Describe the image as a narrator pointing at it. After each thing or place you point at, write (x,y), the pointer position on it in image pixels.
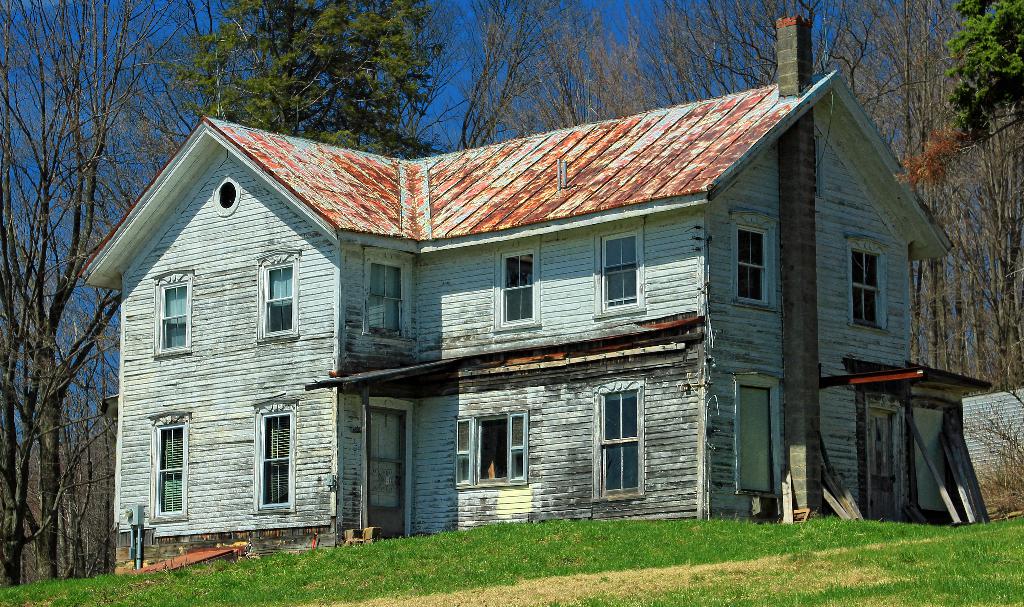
In this picture we can see a building (470,349) and also I can see some trees (94,440), grass (13,604).
